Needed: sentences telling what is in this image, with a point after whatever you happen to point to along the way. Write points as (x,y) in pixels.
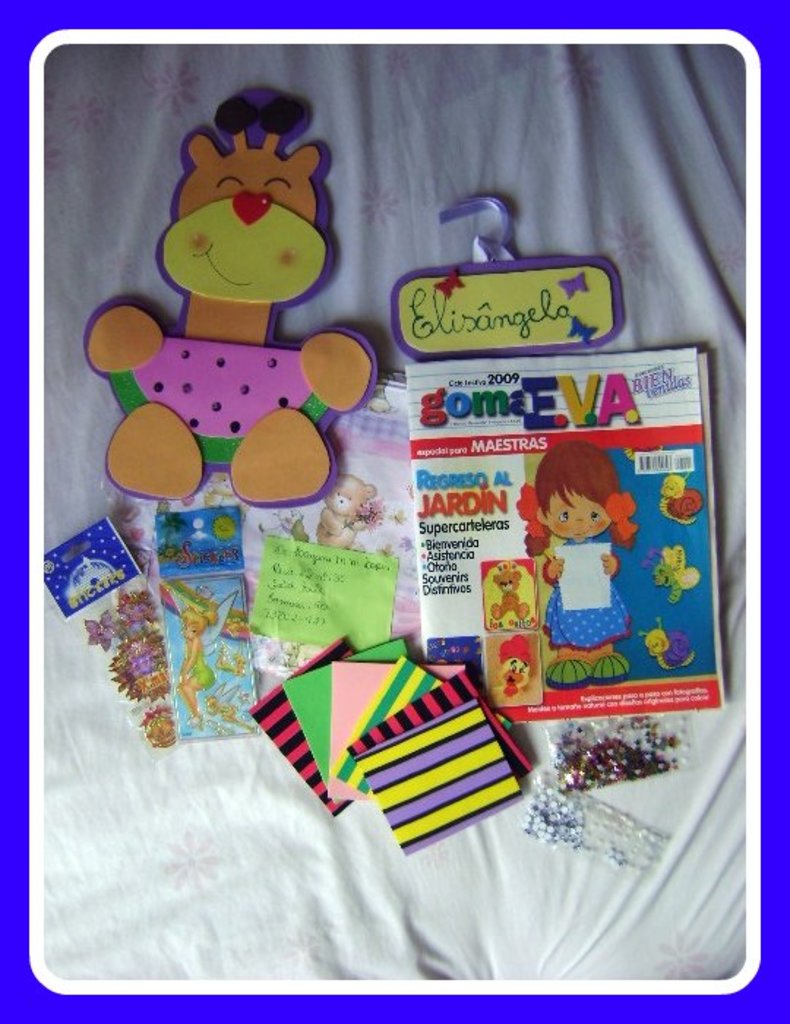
In this image in the middle (419,513), there are books (426,424), toys (247,424), papers (405,723), stickers (208,617) and many items (413,774). At the bottom (177,909) there is a blanket (346,892).
